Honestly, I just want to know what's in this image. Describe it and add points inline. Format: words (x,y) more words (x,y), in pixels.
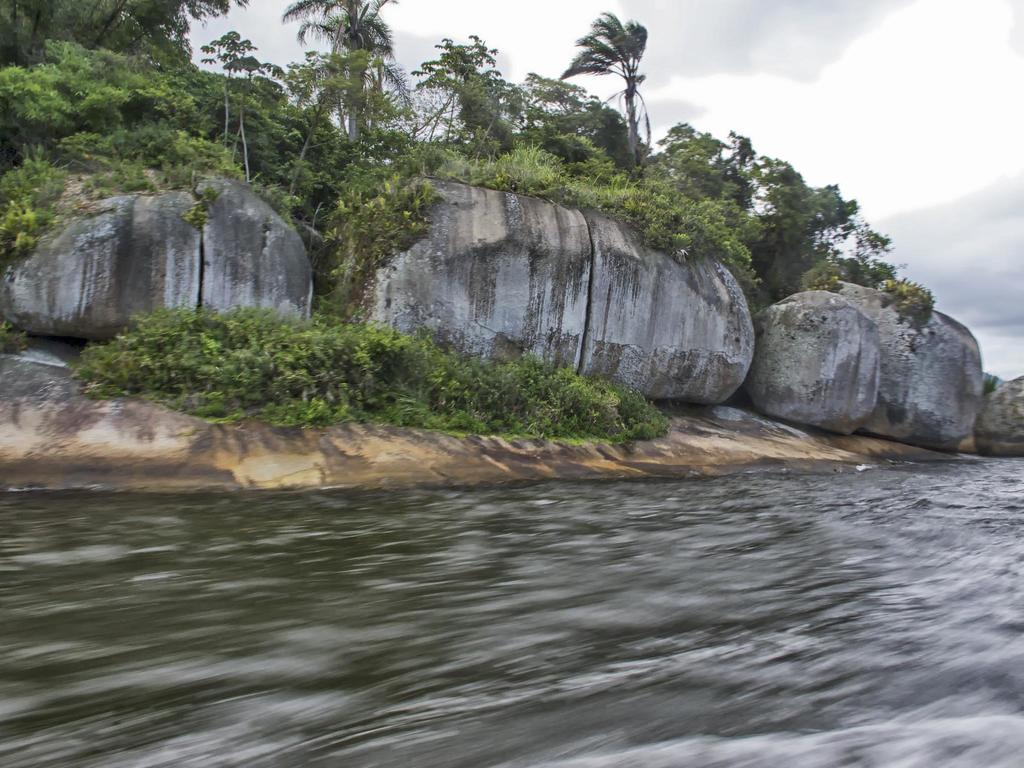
At the bottom of the image (596,588) there is water (569,571). In the background of the image (276,186) there are rocks (696,295), plants (322,310), trees (201,99). At the top of the image (808,75) there is sky (822,59) and clouds (909,118).
